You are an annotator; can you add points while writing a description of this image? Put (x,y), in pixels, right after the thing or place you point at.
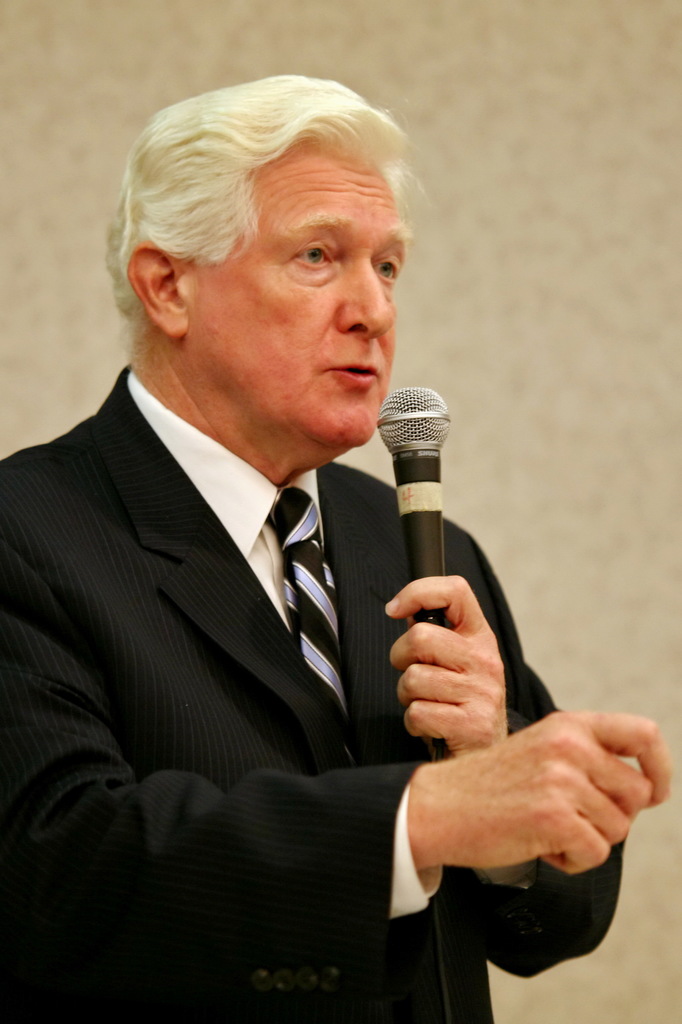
In this picture, man (195,610) in white shirt (281,551) and black blazer (243,754) is holding microphone (411,407) in his hand (422,636) and he is talking on it. He is an old man (327,728).
